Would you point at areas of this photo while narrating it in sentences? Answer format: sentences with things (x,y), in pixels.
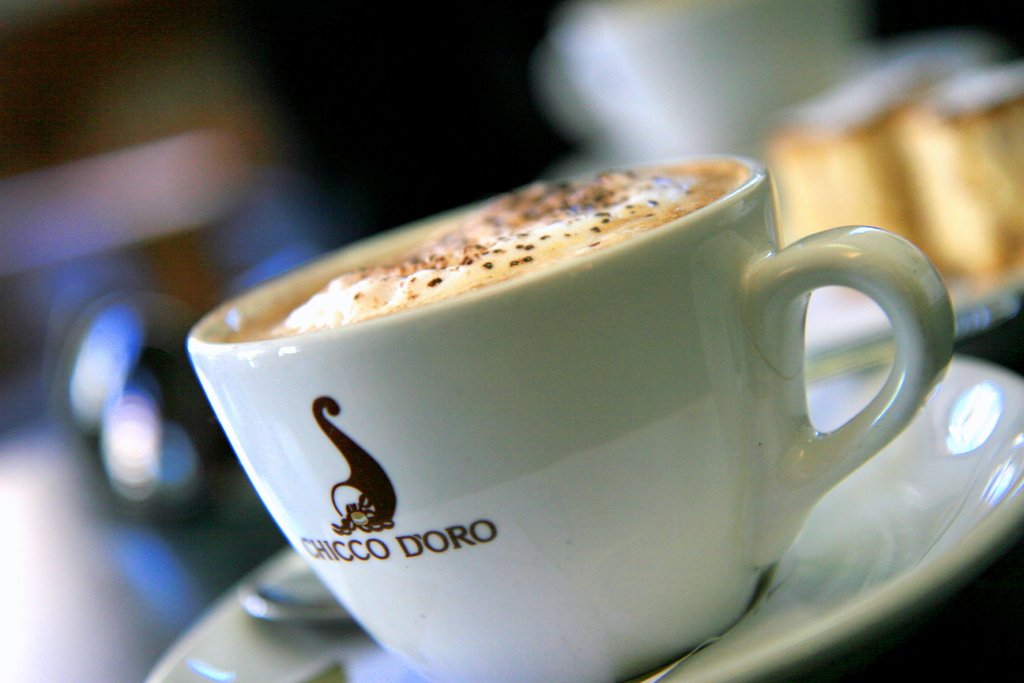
In this image, we can see a tea cup (655,428), saucer (323,669) and spoon (277,597), there is a blurred background (1010,132).
